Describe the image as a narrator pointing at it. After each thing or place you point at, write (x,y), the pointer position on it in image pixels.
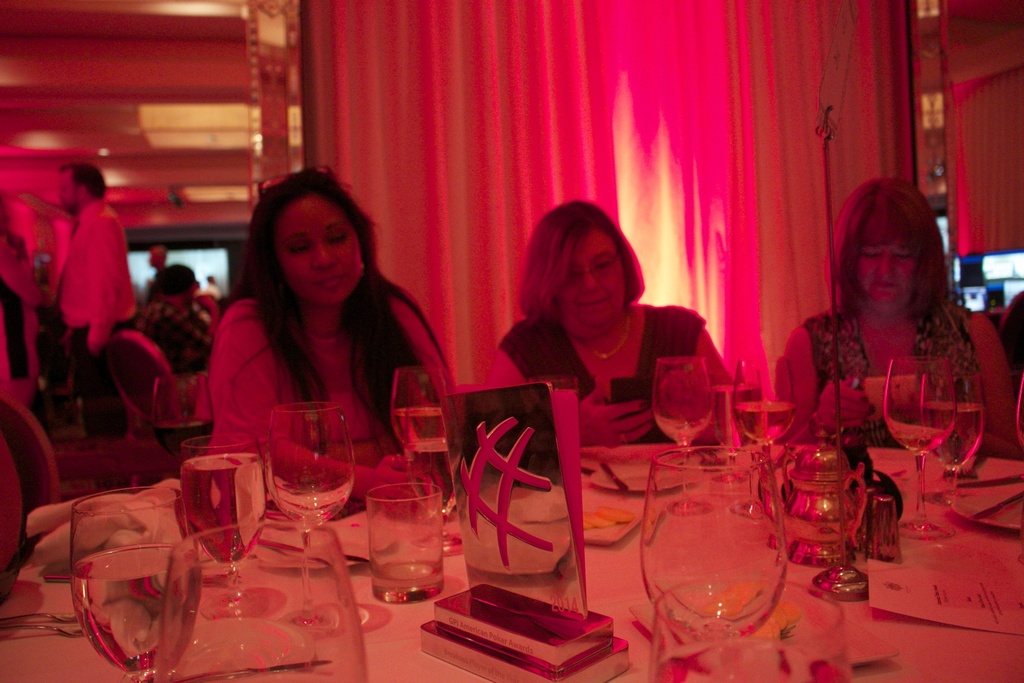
In this image i can see 3 women (884,376) sitting in front of a table (613,584) with glasses (918,537) on top of it. In the background (117,256) i can see a man (117,301) standing to the left corner (83,291) and a curtain (592,82) and ceiling (98,86).
